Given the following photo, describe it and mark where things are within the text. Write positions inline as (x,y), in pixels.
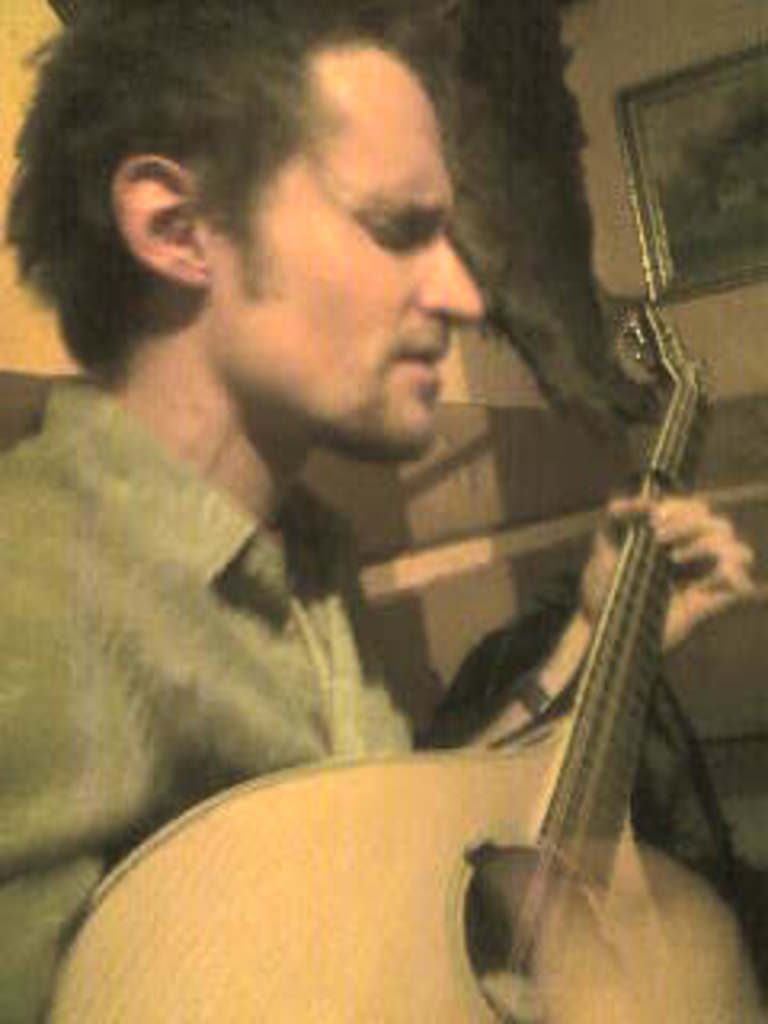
This is a picture of a man (208,369) visible and holding a guitar (499,816) and there is a wall (602,35) beside him and there is a photo frame (652,164) attached to the wall (613,250).
